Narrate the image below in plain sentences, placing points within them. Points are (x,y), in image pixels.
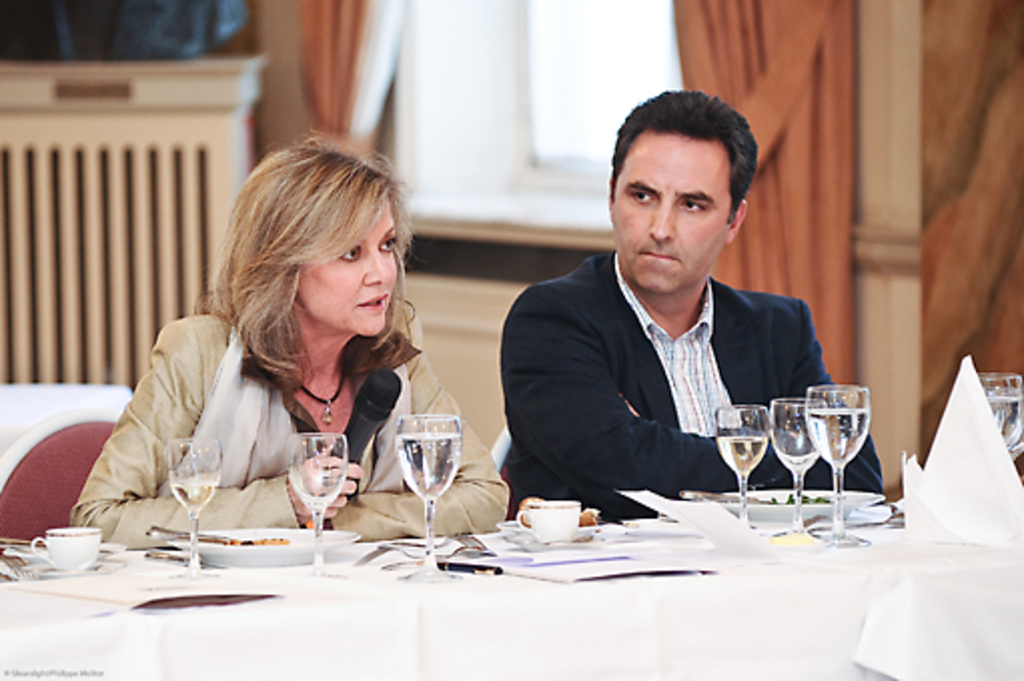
in the picture there is a man (545,427) and woman (371,194) sitting on chair (61,447) in front of a table (139,655) on table (426,638) there are different items (479,542) such as glass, plates (301,542), and food items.
